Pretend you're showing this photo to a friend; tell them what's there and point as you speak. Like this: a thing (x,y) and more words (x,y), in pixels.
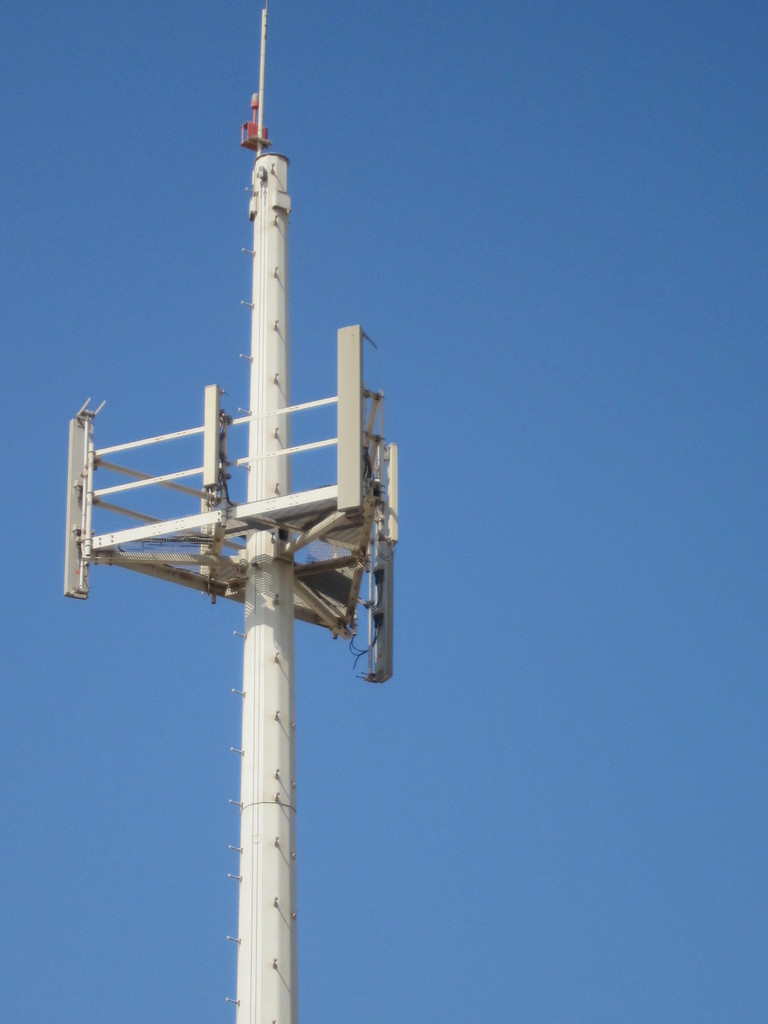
In this picture, I can see a tower (291,977) and a blue sky (396,554).
